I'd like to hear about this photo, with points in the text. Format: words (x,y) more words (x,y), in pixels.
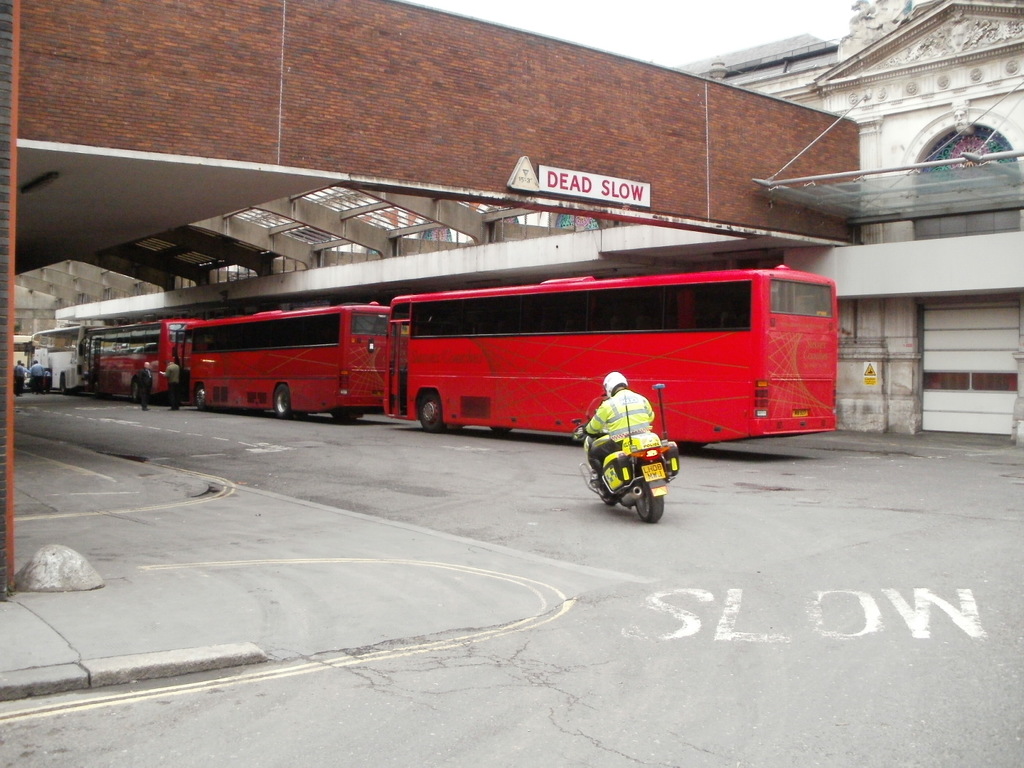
There is a person (598,425) sitting and riding vehicle (622,485) and we can see buses (676,376) on the road (928,565). In the background (158,251) we can see people (35,370), building (617,107), sky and board (551,180) on this wall (421,170).
